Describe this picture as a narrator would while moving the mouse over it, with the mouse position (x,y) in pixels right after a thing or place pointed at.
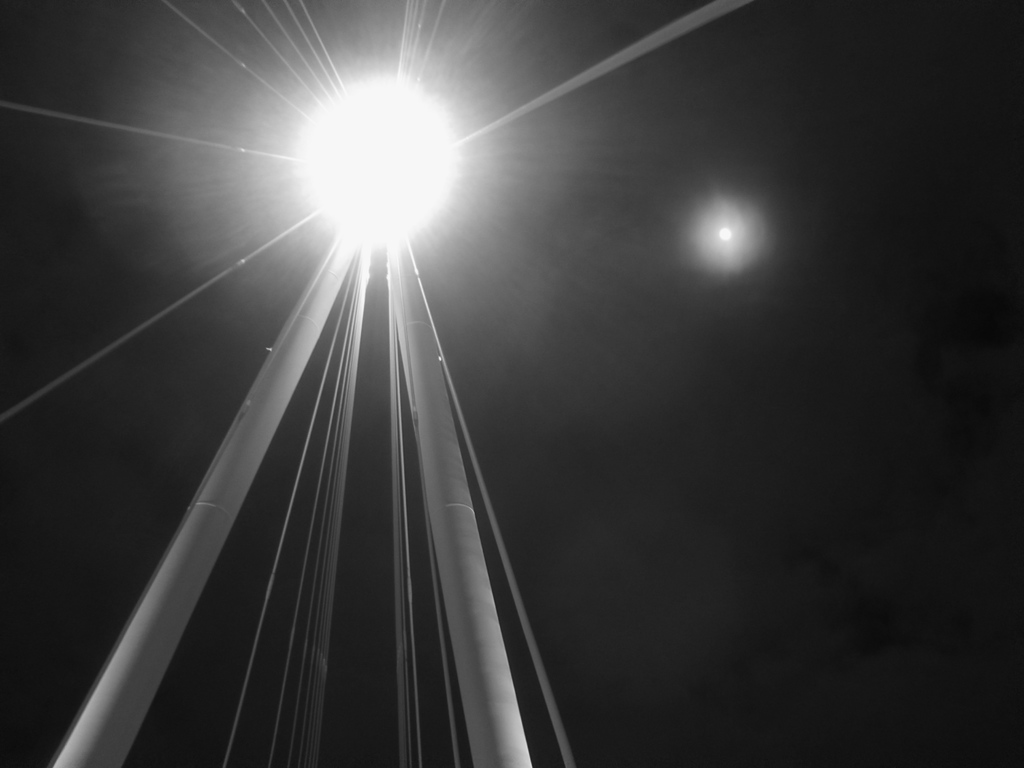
In this image there is a light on the pole (154,690) and moon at the sky (464,265).
